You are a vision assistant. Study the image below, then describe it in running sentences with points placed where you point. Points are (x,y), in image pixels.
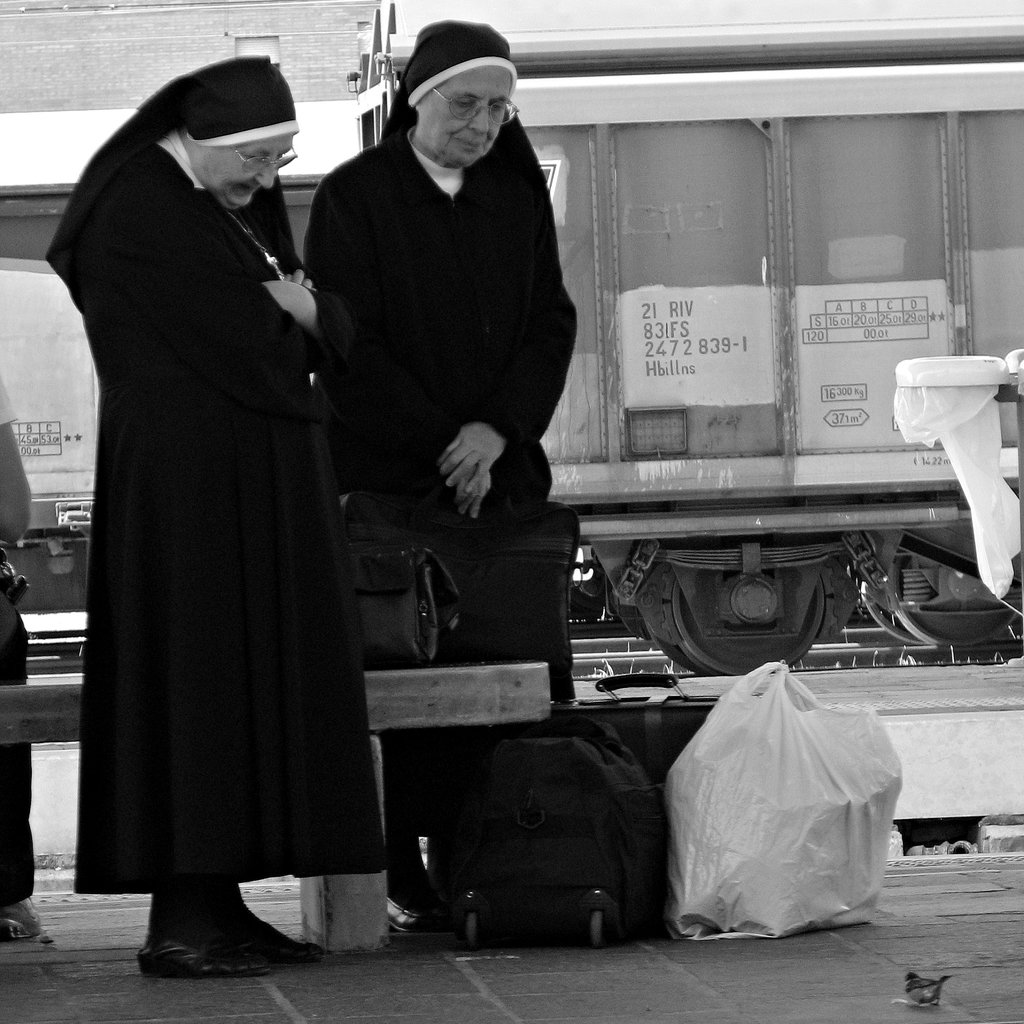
In this image I can see two persons (239,501) standing. There are bags (711,816) and in the background (721,553) there is a vehicle (913,301). Also there are some objects (550,911) on the floor (675,967).
